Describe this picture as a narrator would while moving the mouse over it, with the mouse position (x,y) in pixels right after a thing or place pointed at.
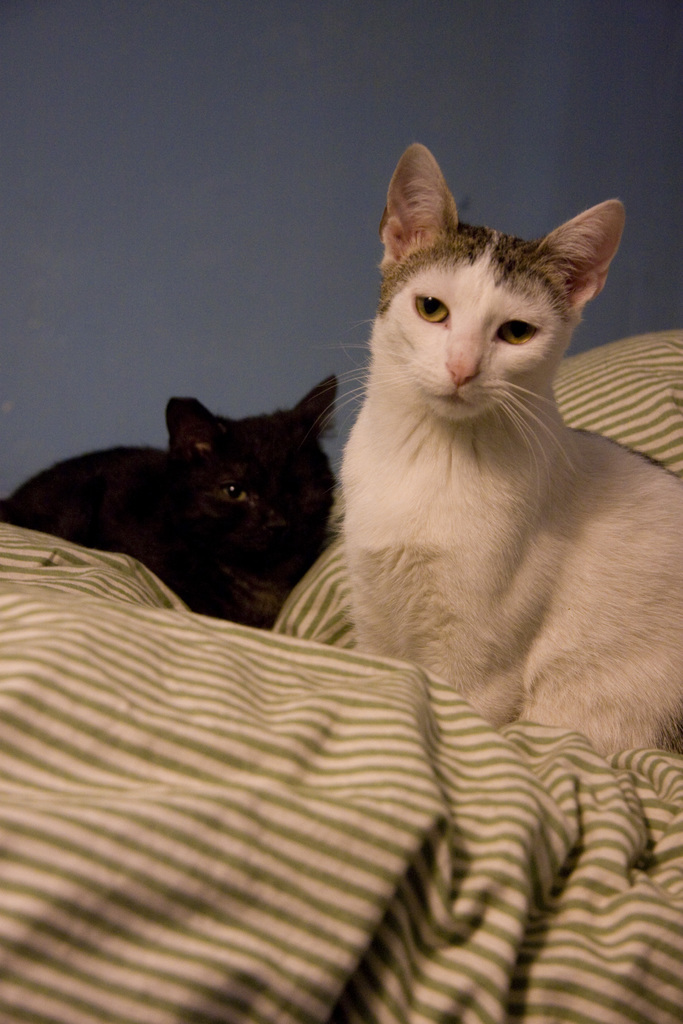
In this image there are two cats (198,497) sitting on the bed (15,568).
